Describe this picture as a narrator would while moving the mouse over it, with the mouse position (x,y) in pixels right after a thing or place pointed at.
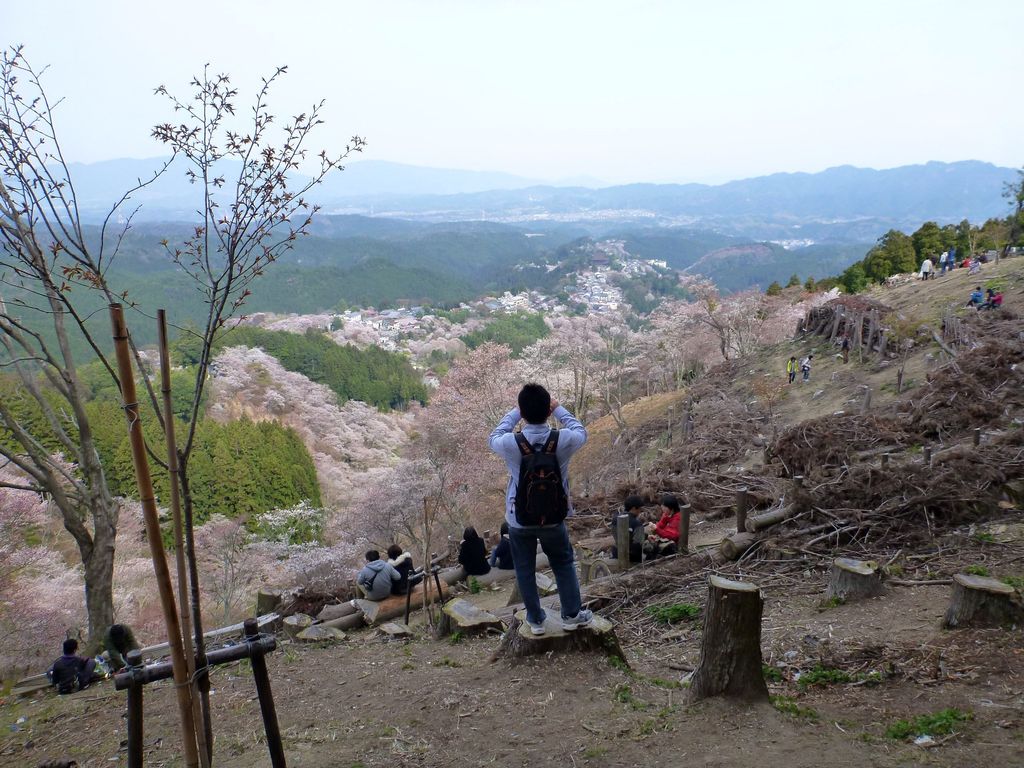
In this image there is a man (564,565) who is standing on the stump (553,625) and taking the picture. In front of him there are so many hills (446,243) on which there are so many trees (450,262). At the bottom (371,572) there are few couple (407,557) who are sitting on the logs (351,600). On the right side (950,269) there is a hill (919,277) on which there are few people (949,258) and some trees (936,250). At the top (621,73) there is sky (586,62). At the bottom (688,693) there are trees (753,647) which are cut down into pieces (754,630).
